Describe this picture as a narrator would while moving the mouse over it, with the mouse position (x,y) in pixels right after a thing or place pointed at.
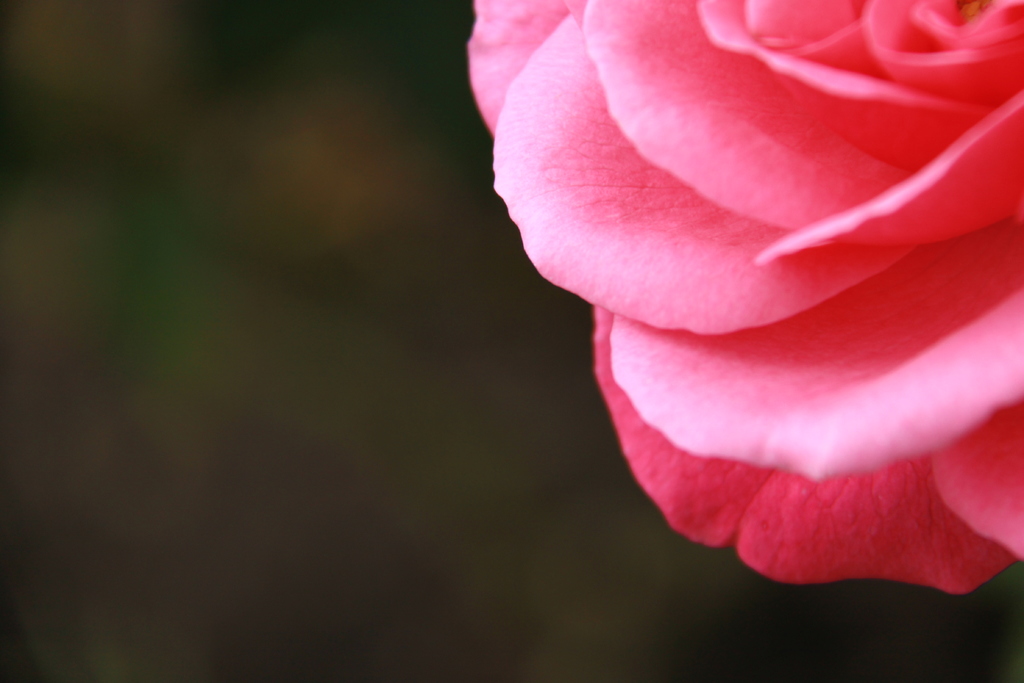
In the foreground of this picture (727,172) we can see a flower (794,268). The background of the image (45,220) is blurry.
